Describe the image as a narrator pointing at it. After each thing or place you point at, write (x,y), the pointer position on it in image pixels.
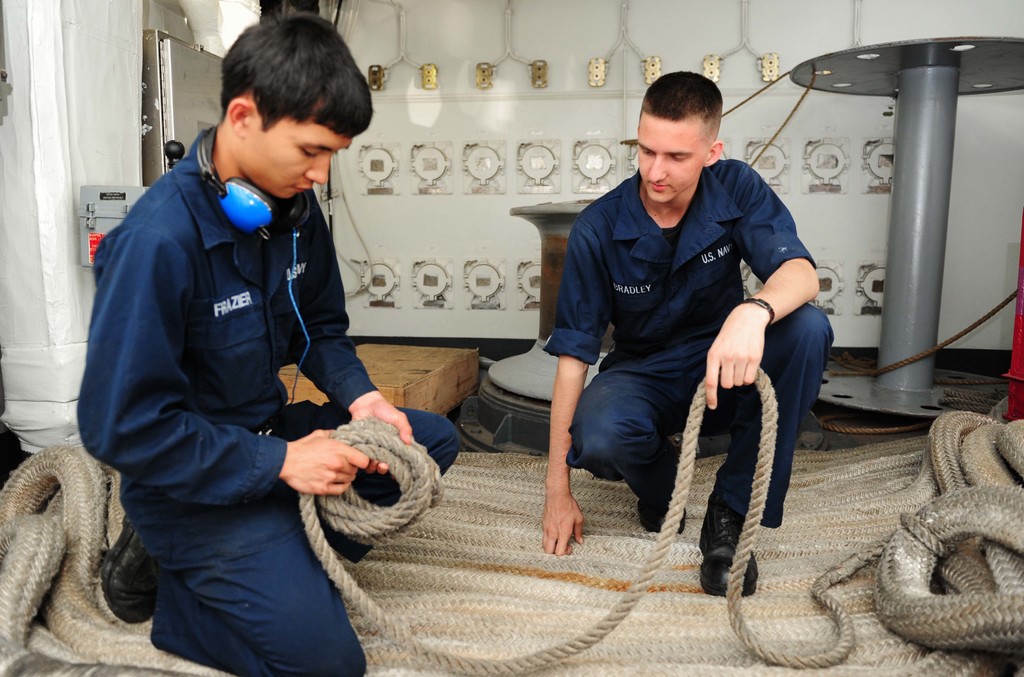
Here we can see two men (561,437) in squat position on a rope (573,575) and holding a rope (378,457) in their hands (346,452). In the background (840,171) there are metal items (893,245), wall (845,330), and on the left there are metal objects (202,125).
